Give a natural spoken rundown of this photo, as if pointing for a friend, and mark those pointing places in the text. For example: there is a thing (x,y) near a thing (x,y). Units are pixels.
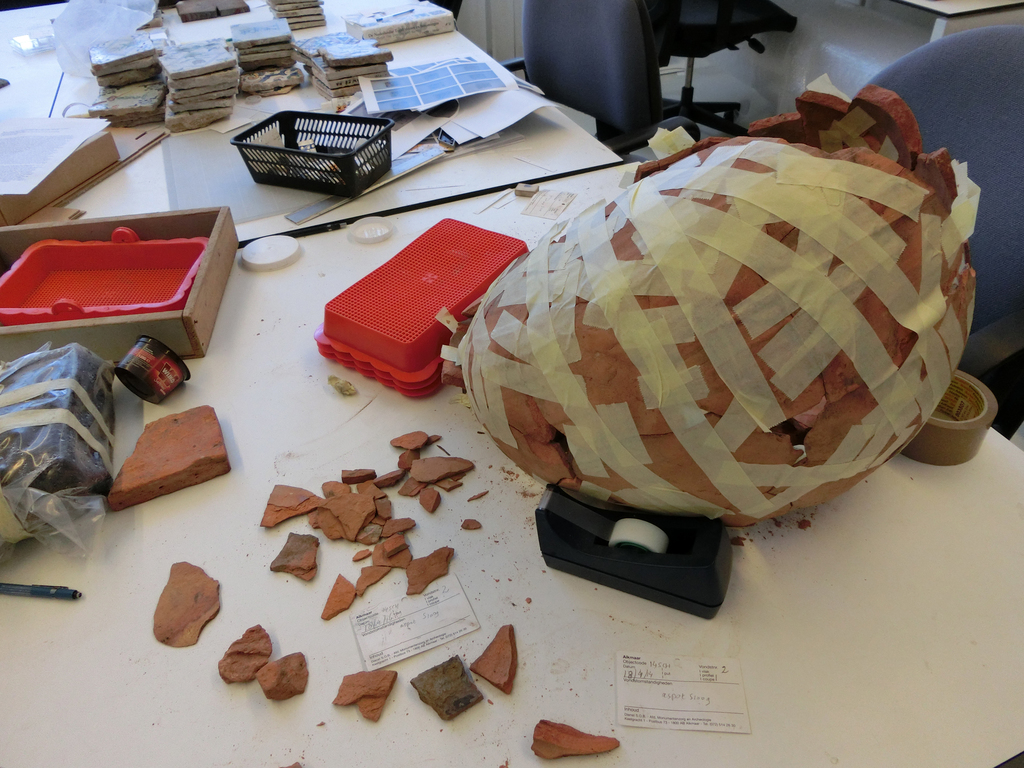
On the table (531,700) I can see the bricks (509,651), plastic box (445,286), wooden boxes (205,308), stones (281,70), papers (435,88), cotton paper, plaster (540,529) and other object (861,425). On the right (989,319) I can see many chairs (975,315) which are placed near to the table (11,555).
